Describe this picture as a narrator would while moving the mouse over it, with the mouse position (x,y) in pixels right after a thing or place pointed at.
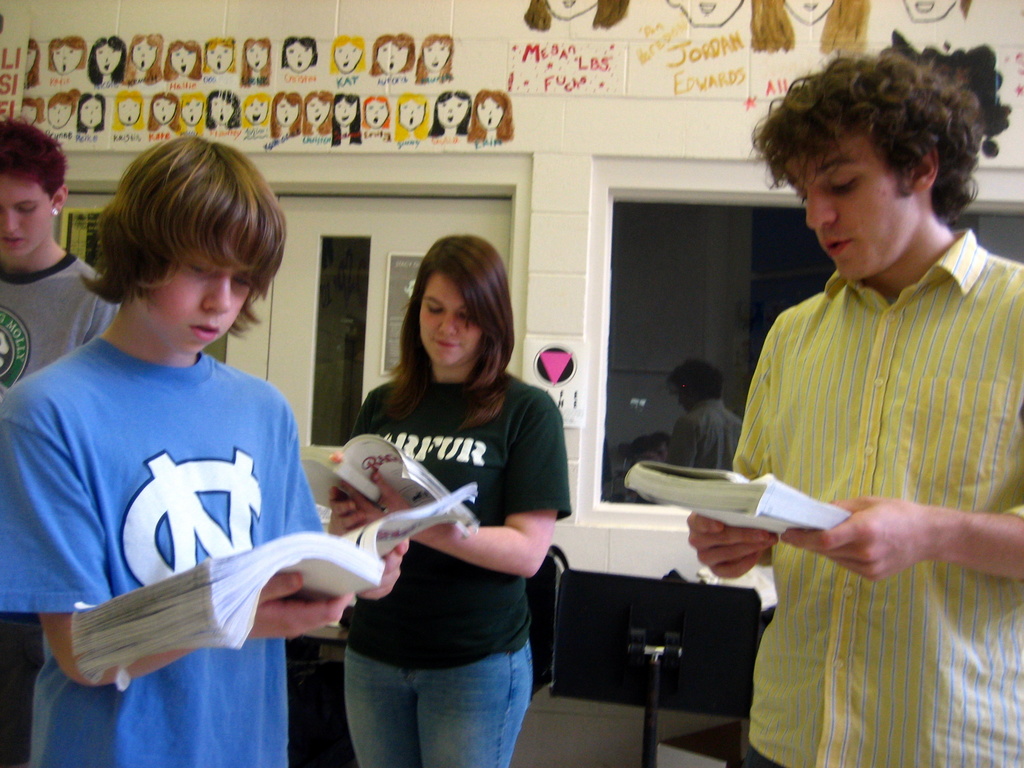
In the picture we can see four people (783,654) are standing on the floor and holding books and learning something and behind them we can see a wall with door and glass window (775,263) and on the top of the window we can see some paintings (396,112) on the wall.
